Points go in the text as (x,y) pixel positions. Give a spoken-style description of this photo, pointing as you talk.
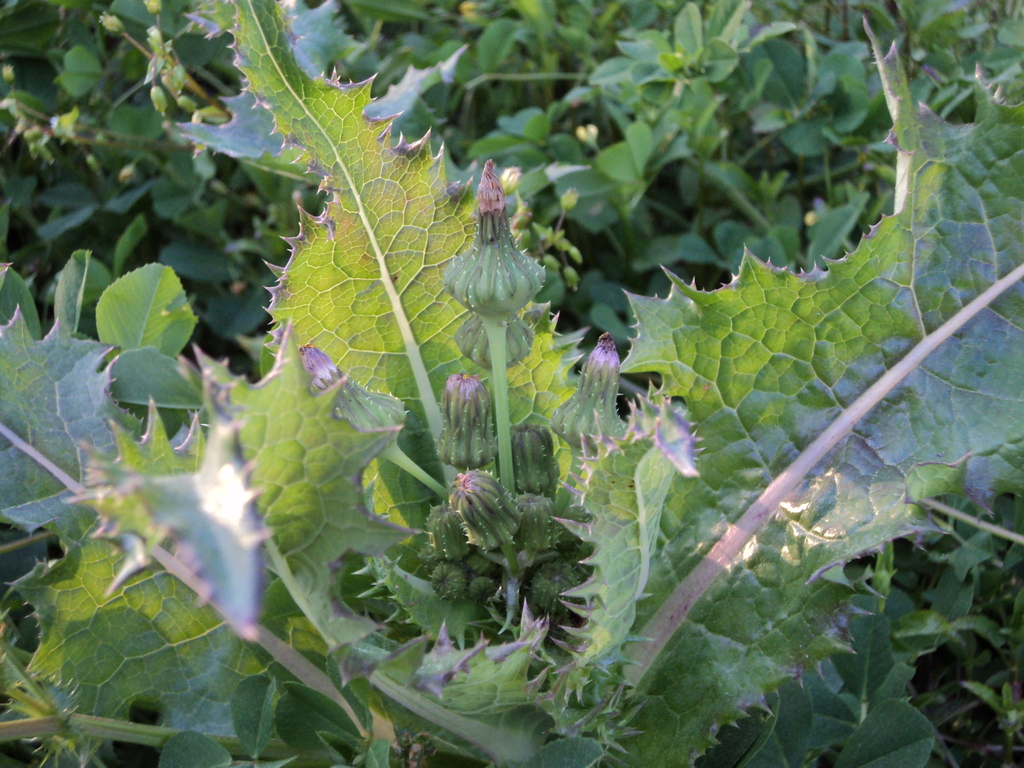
In this picture we can see plants (723,193), leaves (678,140) and buds (310,379).
